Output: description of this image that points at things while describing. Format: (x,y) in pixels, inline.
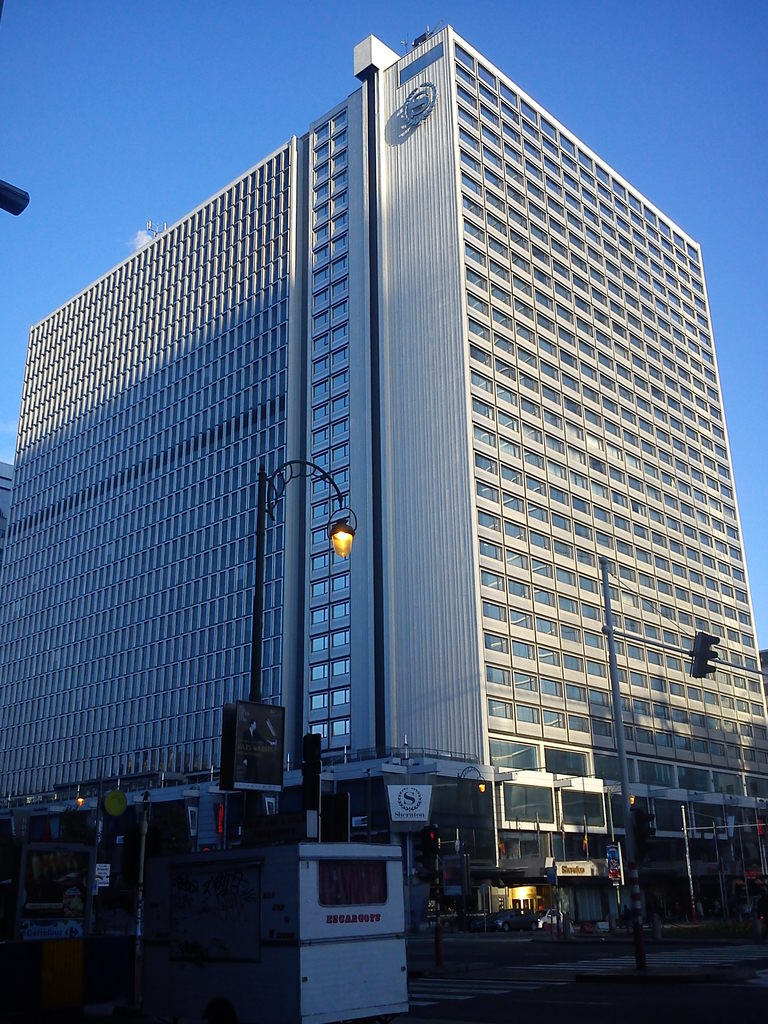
We can see light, box (270,749) and traffic signal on poles (143,819) and we can see electrical device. In the background (170,441) we can see building (508,470) and sky (192,118) in blue color.
